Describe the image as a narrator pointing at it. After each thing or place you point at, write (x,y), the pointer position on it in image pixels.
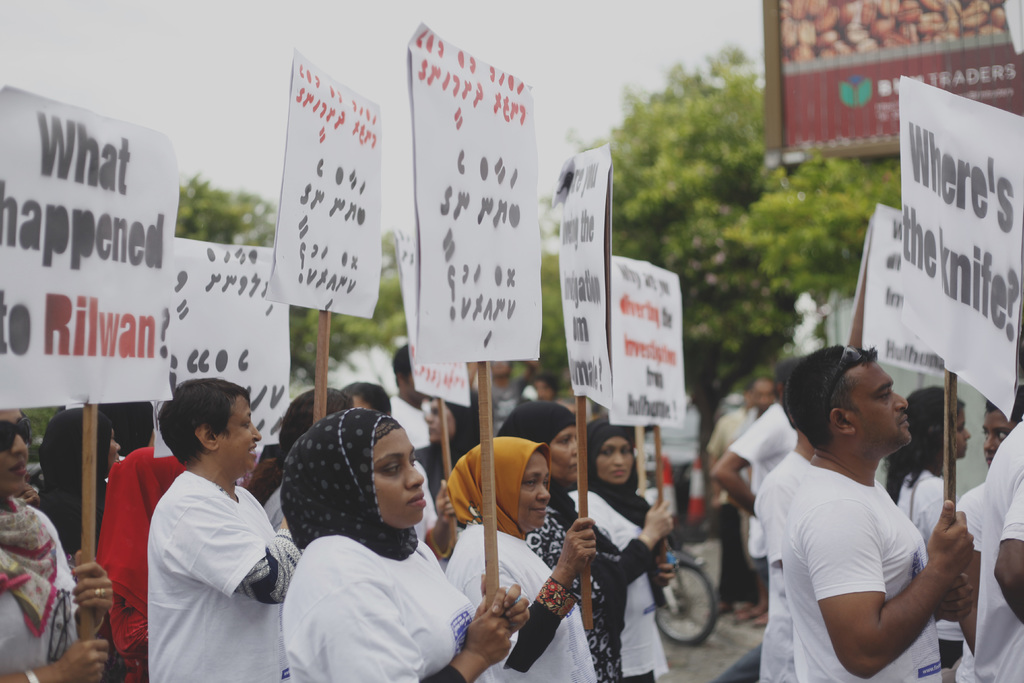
In the image we can see there are many people (410,574) standing, wearing clothes (514,560) and they are holding a pole (486,391) along with the board (469,262) in their hands (567,574). On the board (517,323) there is a text (87,222). Here we can see wheel (667,621), trees (385,277) and a sky (565,83).
